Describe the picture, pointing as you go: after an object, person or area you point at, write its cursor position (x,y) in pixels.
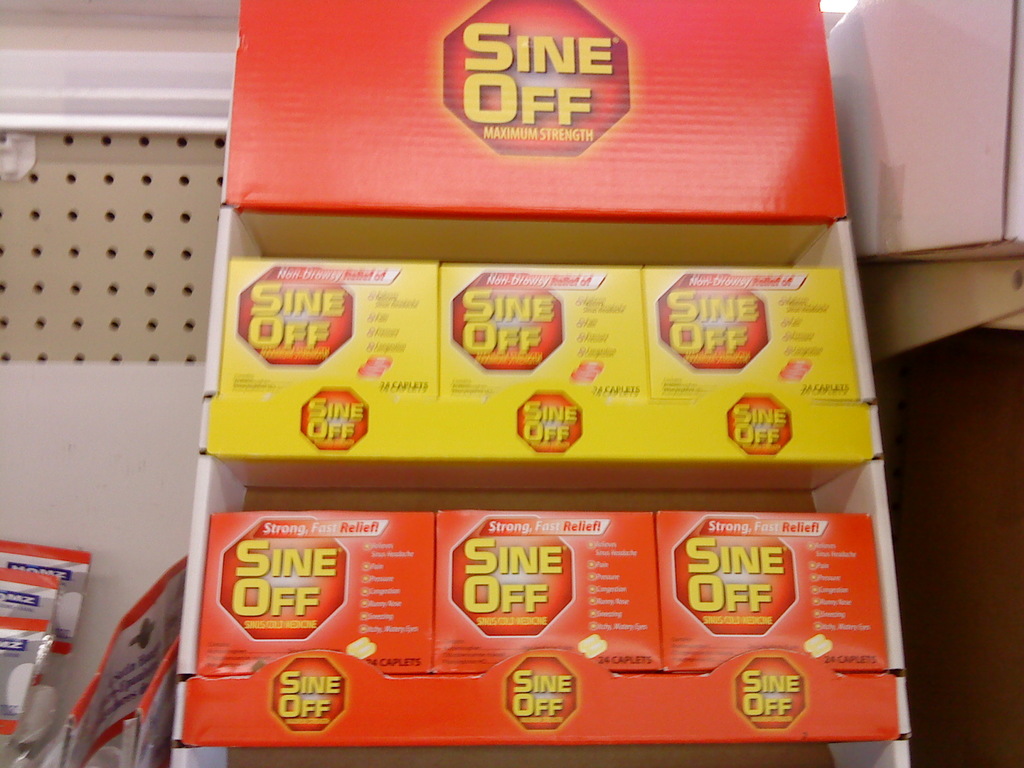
There are boxes (723,567) arranged on the shelves (368,669). In the background (116,656), there are packets (63,633) in a white wall (64,463).
